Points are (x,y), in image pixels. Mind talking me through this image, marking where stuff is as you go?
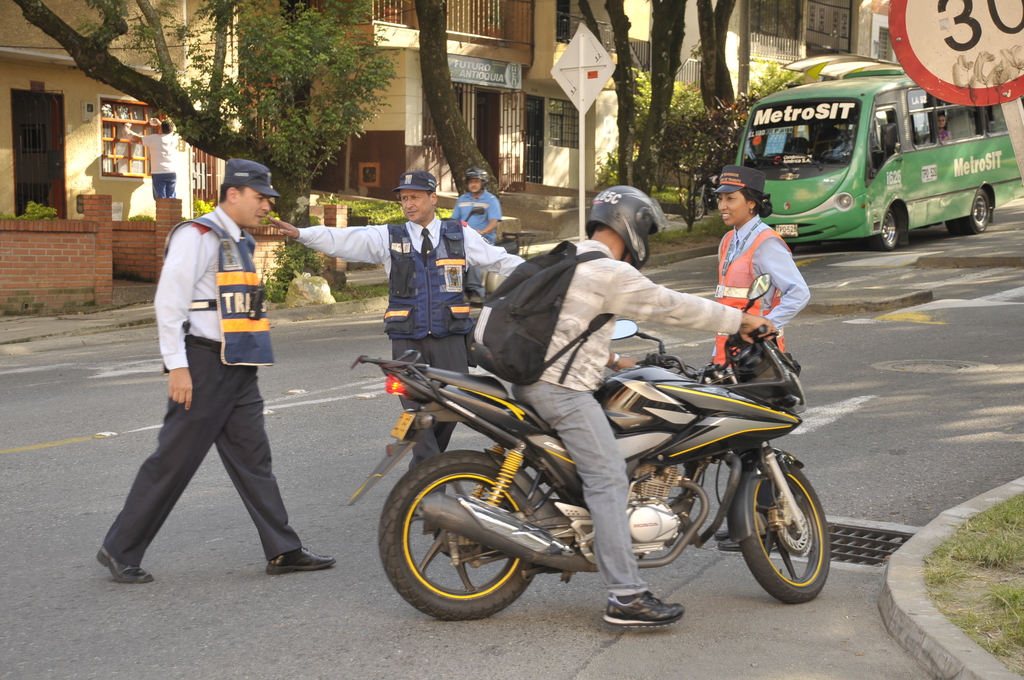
The image is outside of the city (225,530) and it is very sunny. In the image there are group of people (426,442) standing and a man (576,300) wearing a backpack (519,323) riding a bike (674,442). On right side (783,162) we can also see bus (844,157), trees (717,57), buildings (824,49) on left side (32,173) there is a door (47,162) which is closed.
